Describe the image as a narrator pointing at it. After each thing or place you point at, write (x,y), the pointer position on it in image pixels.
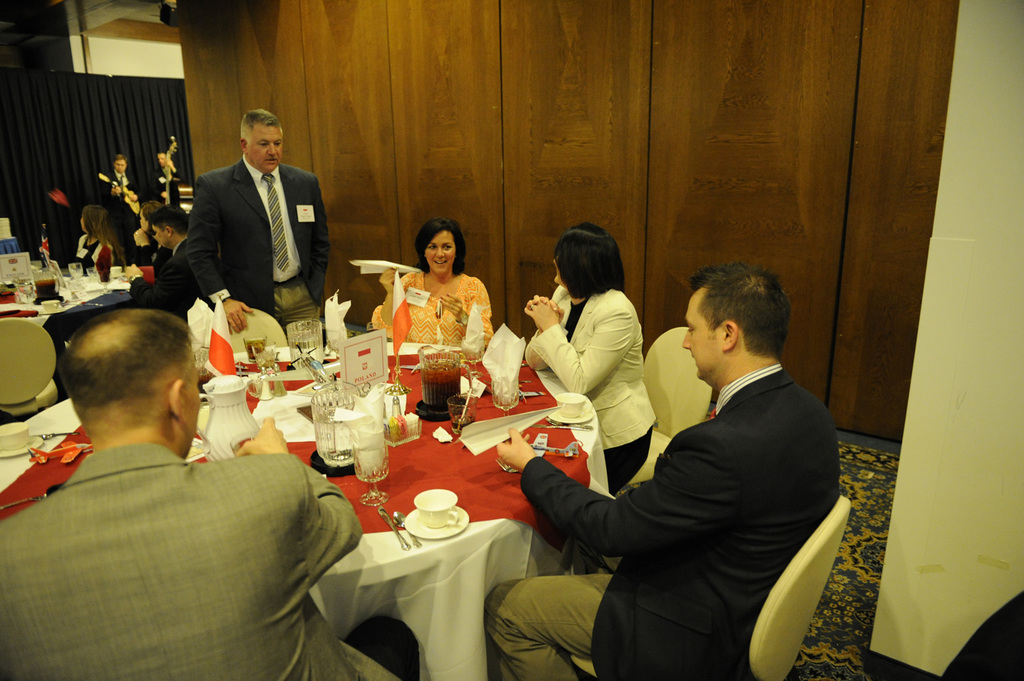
In the image few persons (61,560) are sitting surrounding the table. Behind them there is a wall (568,133). In the middle of the image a man (312,269) is standing. Top left side of the image (171,202) few people (177,162) are playing some musical instruments (173,142).
